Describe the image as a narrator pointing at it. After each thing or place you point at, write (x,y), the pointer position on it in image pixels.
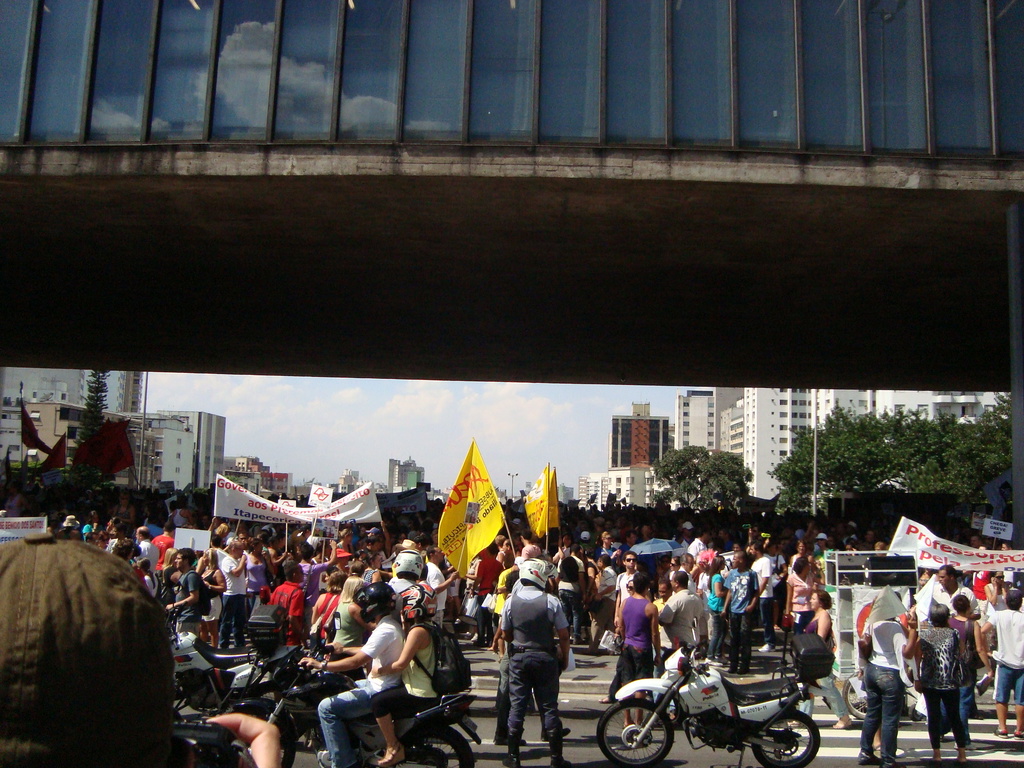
This is an outside view. At the top of the image (550,158) there is a bridge (419,117). At the bottom (743,642), I can see a crowd of people (199,618) standing on the road (584,704) and there are few bikes (461,693). Two persons (393,649) are sitting on a bike (306,715). Few people (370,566) are holding flags (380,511) in the hands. In the bottom left (80,676) hand-corner there is a person (121,750) holding a camera (192,742) in the hand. In the background (932,459) there are many trees (684,464), buildings (732,448) and also I can see the sky (388,406).
